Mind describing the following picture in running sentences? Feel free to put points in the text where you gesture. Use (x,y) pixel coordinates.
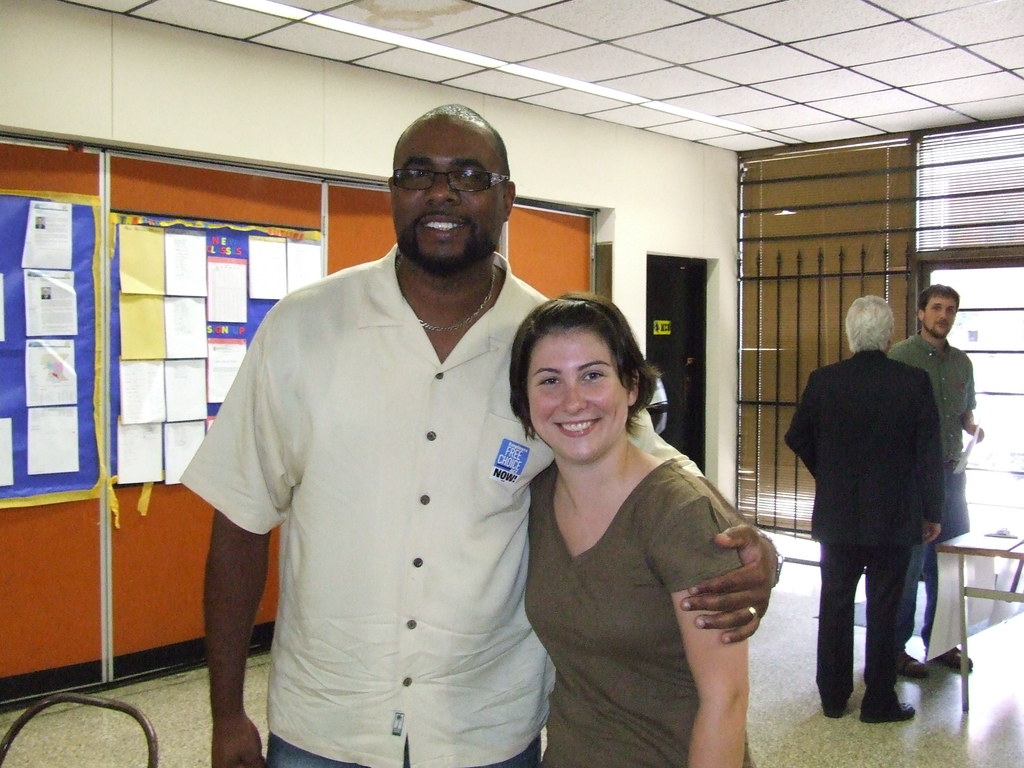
In this image we can see man (446,650) and woman (598,690) are standing. In the background (826,395) two persons (844,416) are standing on the floor (870,755), table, papers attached to the boards (152,217), door (696,383), wall (635,182), window (816,367) and lights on the ceiling (530,47).
